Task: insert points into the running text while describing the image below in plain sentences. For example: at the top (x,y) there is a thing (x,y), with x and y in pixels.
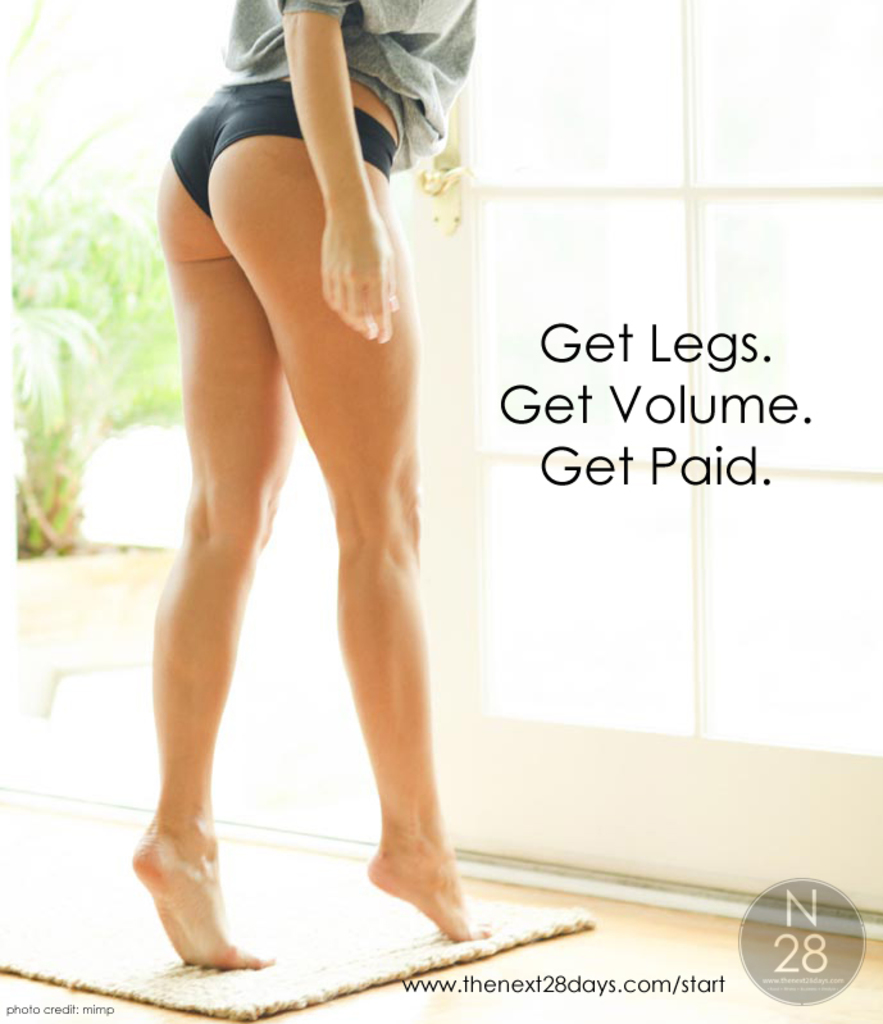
In this image I can see a person (193,756) standing wearing gray color shirt (457,86). Background I can see few plants (40,246) in green color and I can see something written on the image.
